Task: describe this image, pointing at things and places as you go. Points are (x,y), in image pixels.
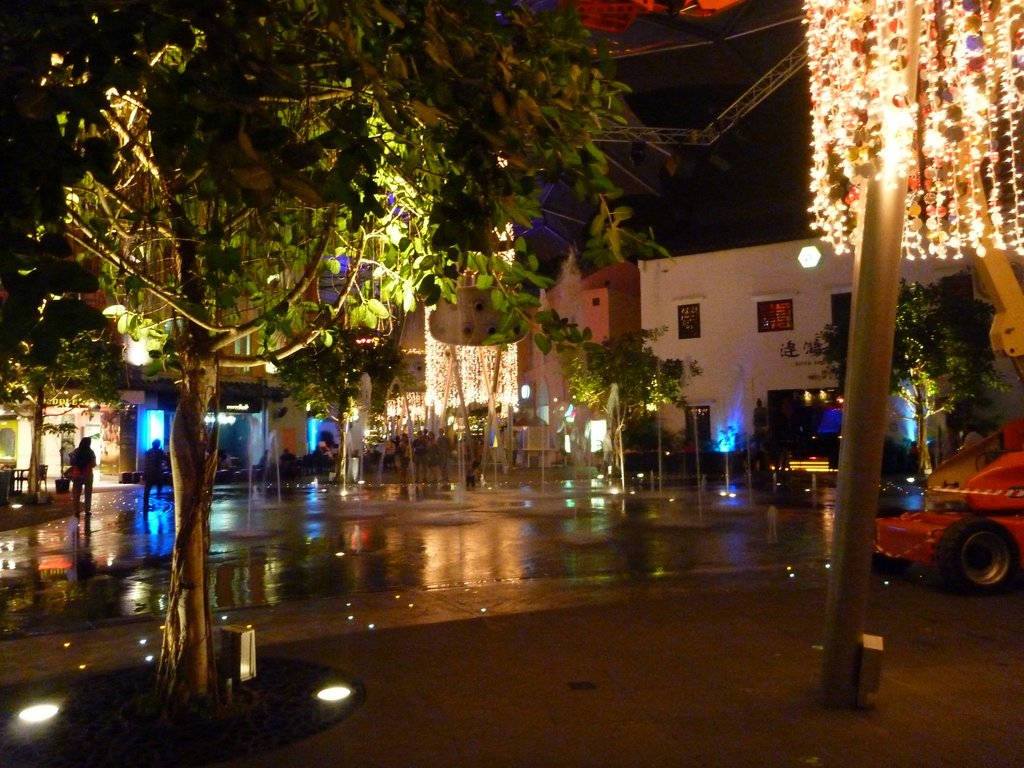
In the middle of the image (421,257) there are some trees (898,394) and vehicles (1000,467) and few people (86,449) are walking. Behind the trees (198,491) there are some buildings (0,423).
